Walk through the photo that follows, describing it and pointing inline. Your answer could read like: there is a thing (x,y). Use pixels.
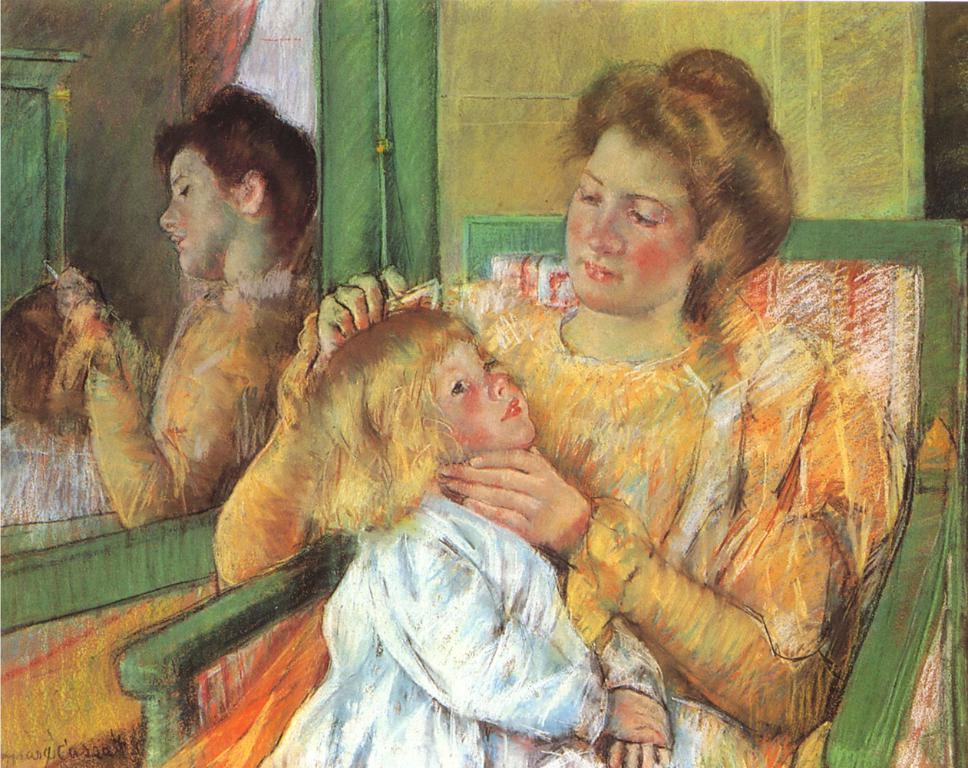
This is a painted image. A woman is combing the hair (390,406) of a kid (359,407) by sitting on a chair (339,551). In the background (665,29) we can see the wall (665,29). On the left (177,54) there is a mirror (65,386) and we can see the reflections (131,287) of people (208,246), clothes (136,367), wall (140,111) and a door (46,224).
